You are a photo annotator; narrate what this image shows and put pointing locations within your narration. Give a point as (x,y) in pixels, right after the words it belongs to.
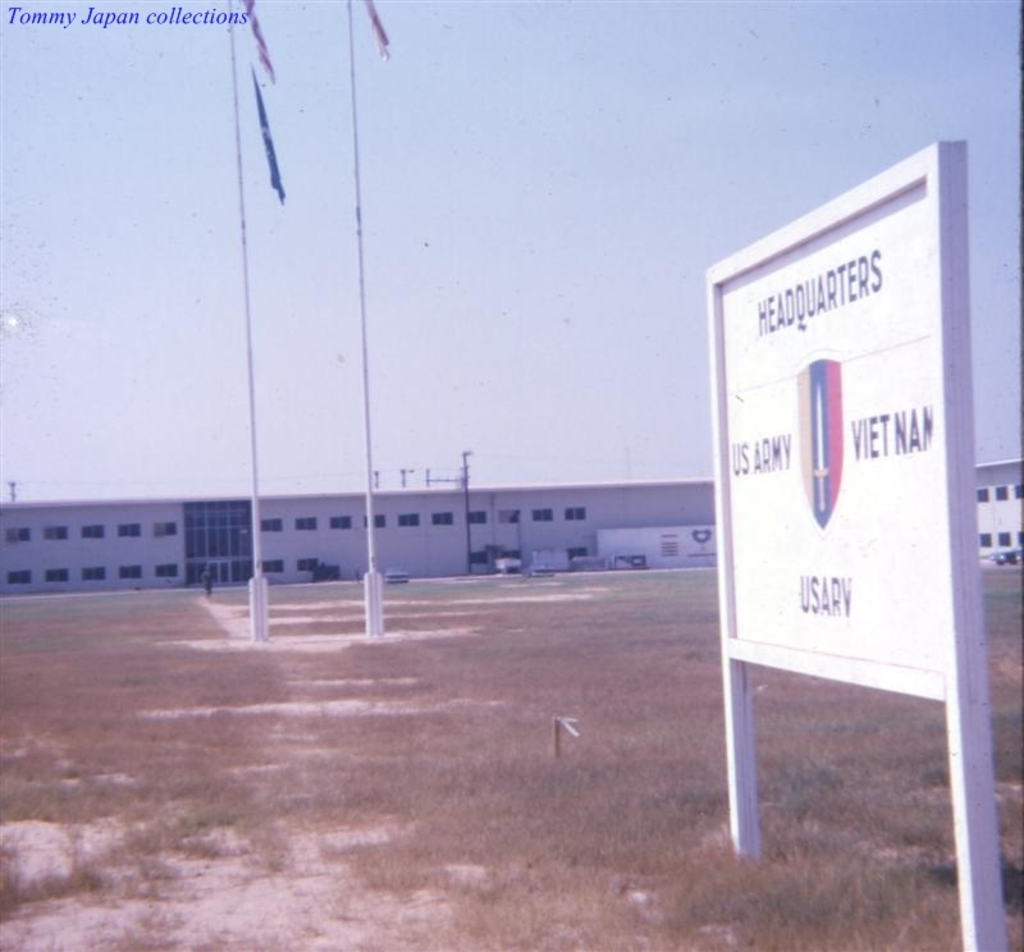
In the image on the right (809,602) we can see sign board (843,525). On sign board (865,510), it is written as "Headquarters". In the background (574,306) we can see sky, building (438,555), wall (423,556), flags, poles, ground (472,920), grass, vehicles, banner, one person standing and few other objects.
